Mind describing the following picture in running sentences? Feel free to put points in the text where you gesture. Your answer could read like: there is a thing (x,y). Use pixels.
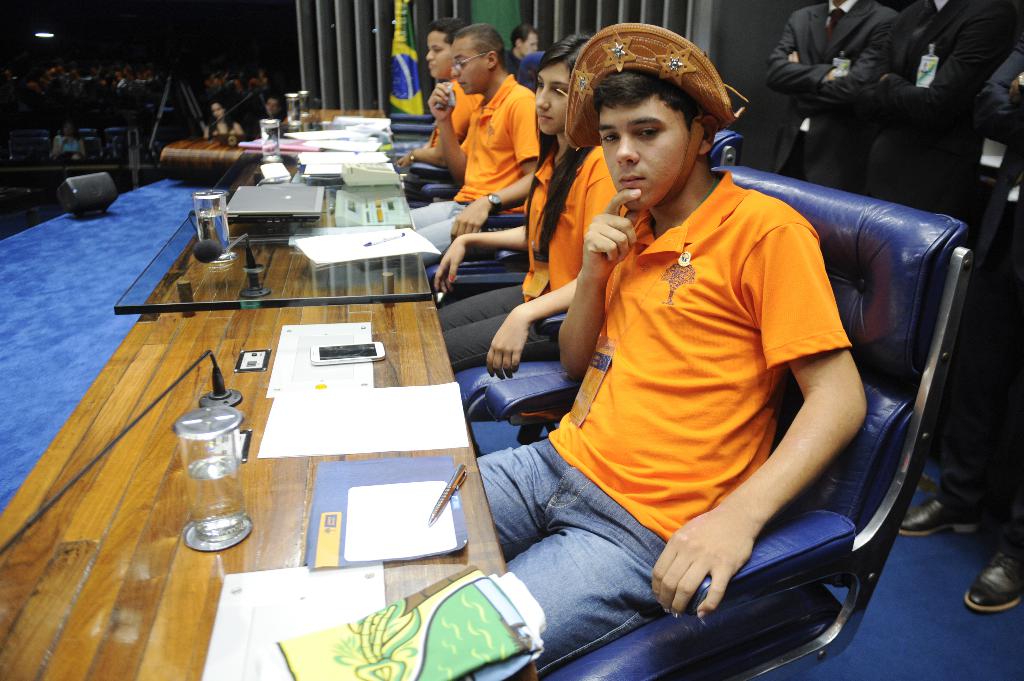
The persons (617,225) wearing orange shirts (646,271) are sitting in a chair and there is a table (328,119) in front of them which has some objects (341,221) on it and there are some persons (882,139) standing behind them.
